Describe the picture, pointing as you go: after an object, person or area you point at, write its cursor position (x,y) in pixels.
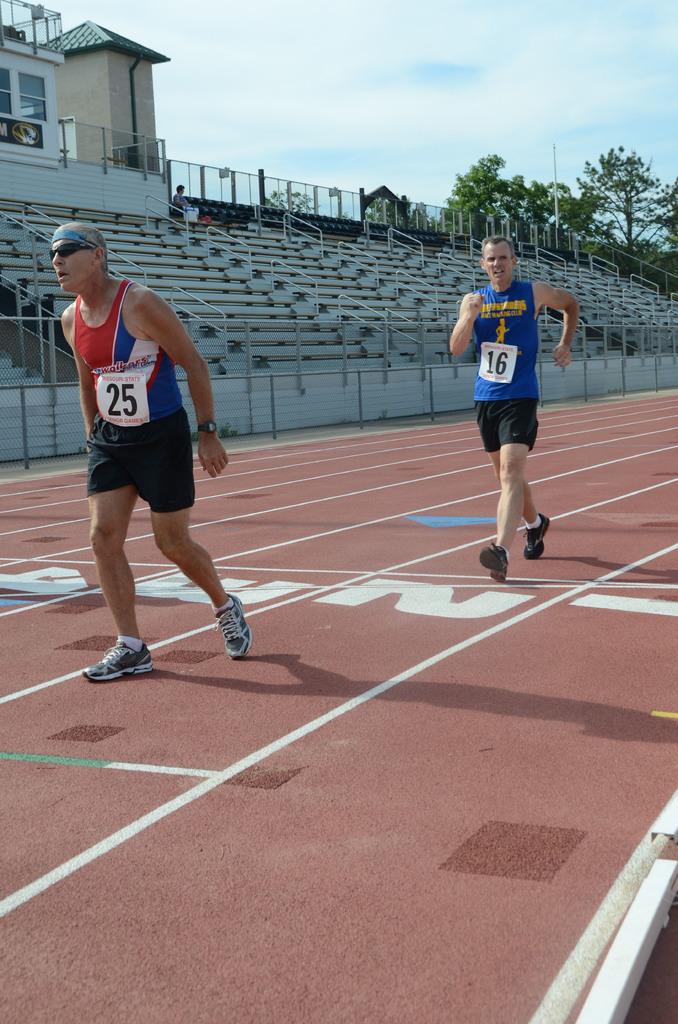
In this image there is a floor (126,767), in the floor (145,767) there are two people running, there are some staircase (335,289), fence (17,411) visible in the middle (396,385), at the top (564,110) there is the sky (180,93), person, trees (279,206), small building (81,121).
